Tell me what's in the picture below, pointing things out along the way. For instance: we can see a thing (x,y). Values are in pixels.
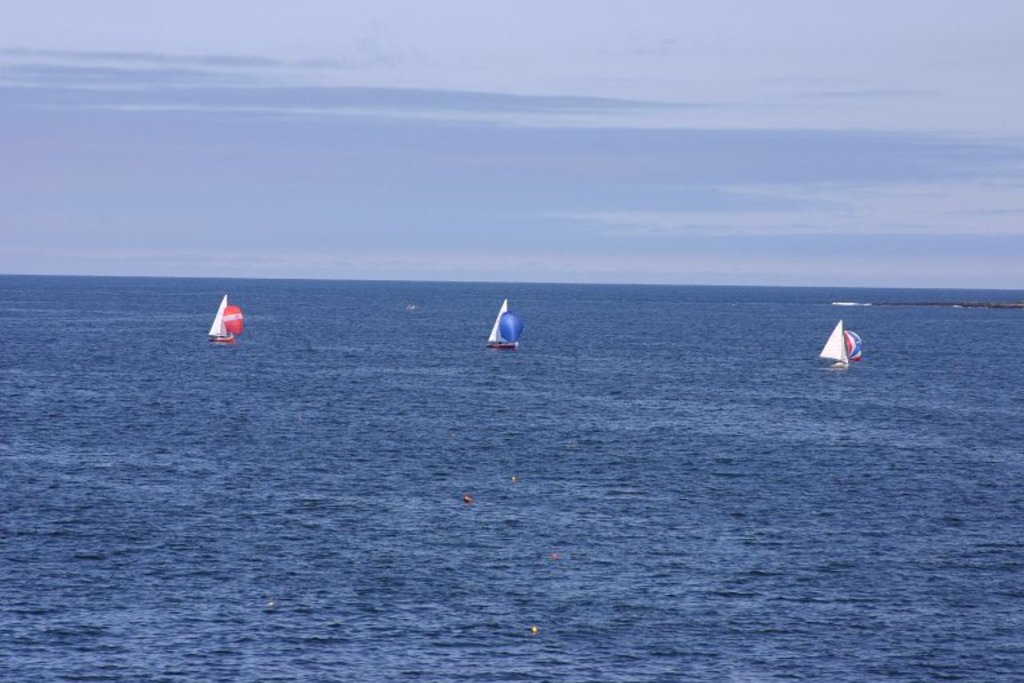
In this picture I can see few boats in the water (557,300) and I can see blue cloudy sky (168,42).
